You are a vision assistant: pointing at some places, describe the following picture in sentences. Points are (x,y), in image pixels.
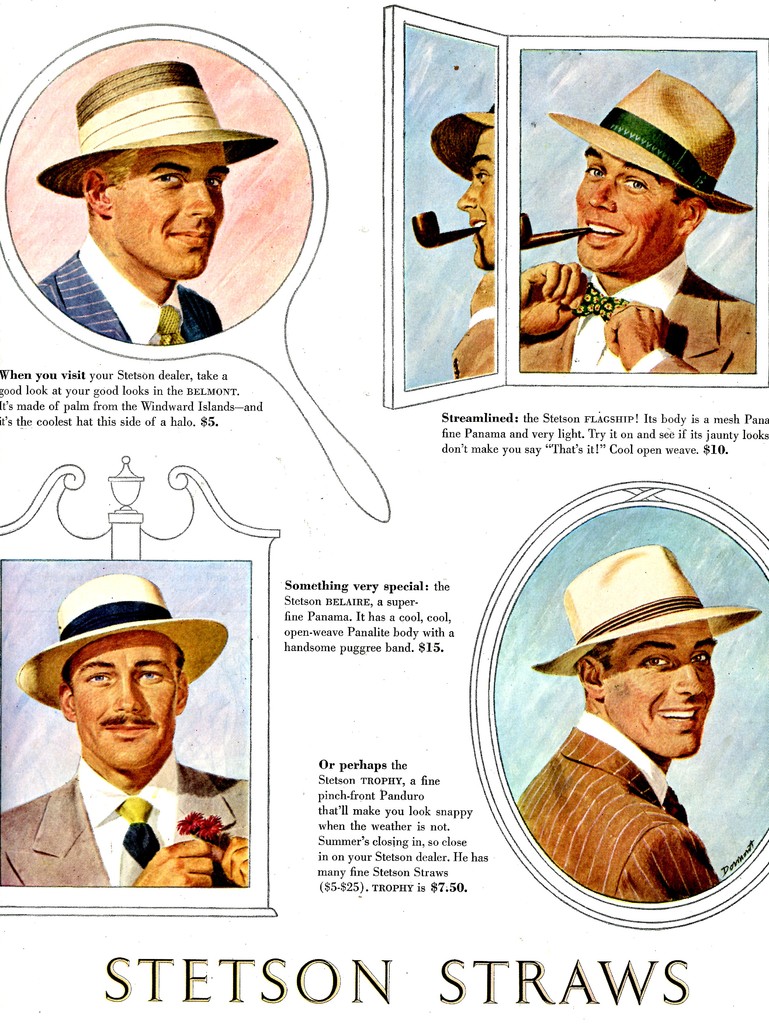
This is a image of page (487,892) in book (380,902) where we can see there are some paintings (446,143) of human faces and some note (122,1002).
